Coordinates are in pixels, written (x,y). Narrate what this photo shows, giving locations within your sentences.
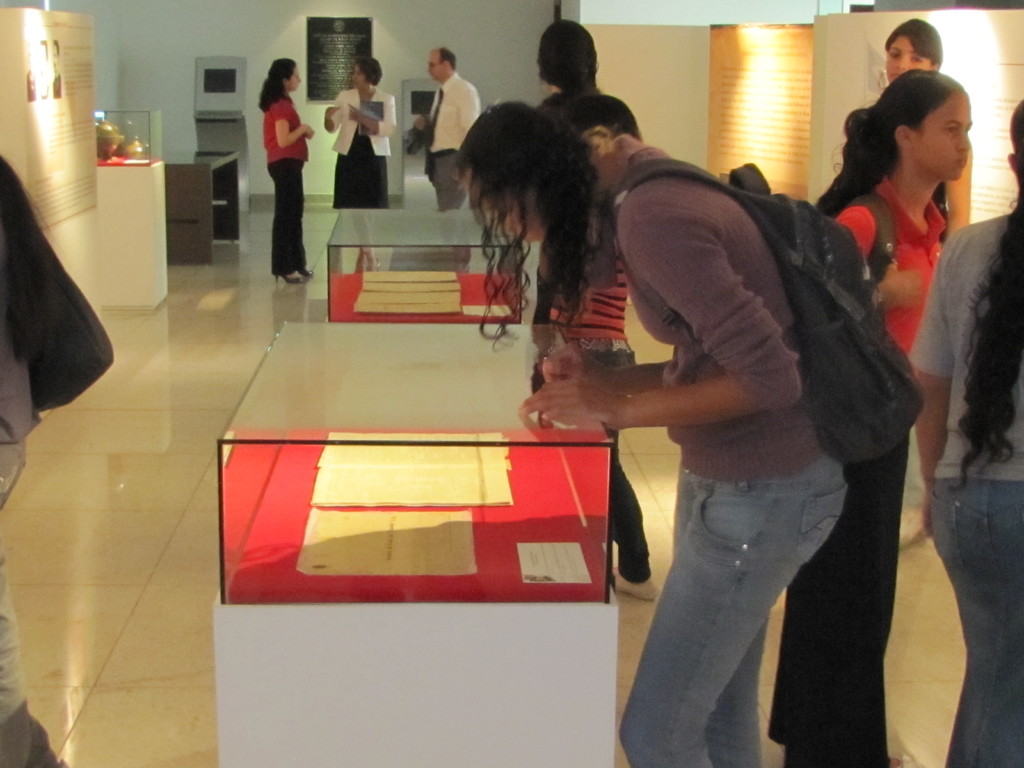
In this picture we can see a group of people (858,496) standing on the floor (173,400), glass boxes (436,575), banners (83,48) and in the background (239,34) we can see wall (279,34).
